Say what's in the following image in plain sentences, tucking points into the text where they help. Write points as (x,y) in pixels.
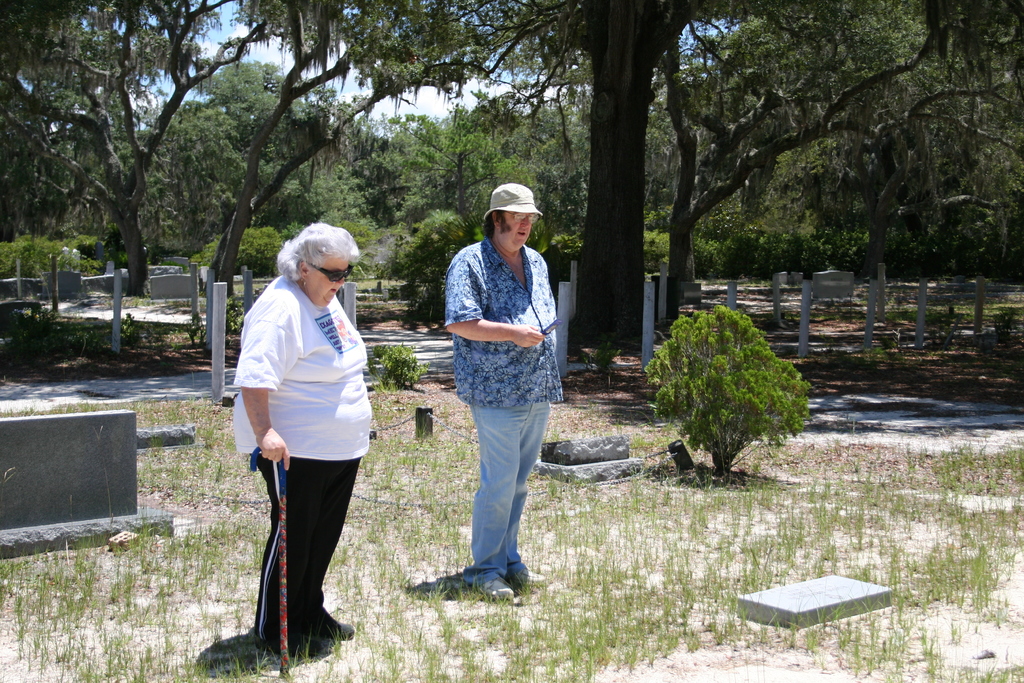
In this image I can see in the middle (500,234) two persons (250,432) are standing, at the back side (264,125) there are trees (531,133). At the top (406,106) it is the sky (406,106).
